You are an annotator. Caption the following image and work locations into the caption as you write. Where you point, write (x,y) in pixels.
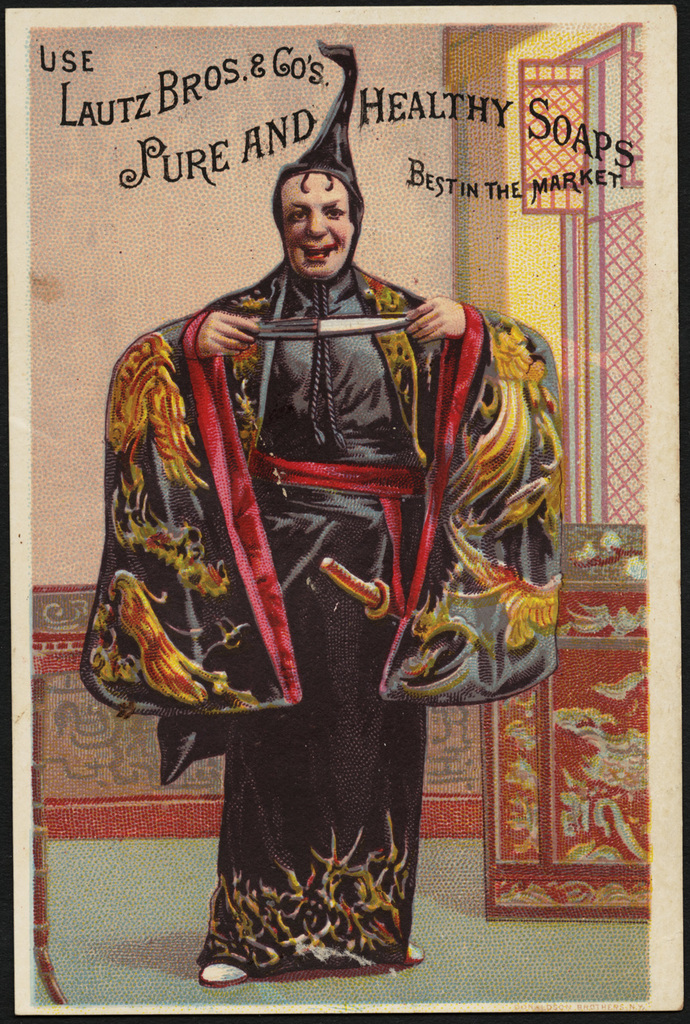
This is a poster. This person (295,779) is holding a knife (370,323). Something written on this poster.
